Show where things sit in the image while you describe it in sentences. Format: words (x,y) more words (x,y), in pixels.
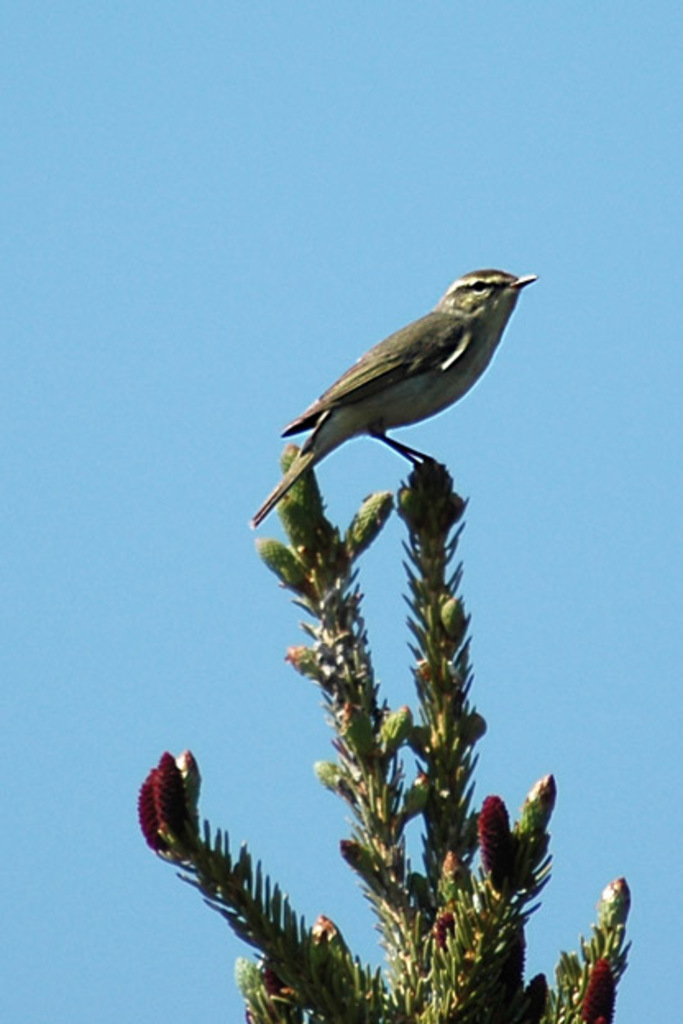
In this picture we can see a bird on a plant (391,913) and in the background (218,462) we can see the sky (649,643).
